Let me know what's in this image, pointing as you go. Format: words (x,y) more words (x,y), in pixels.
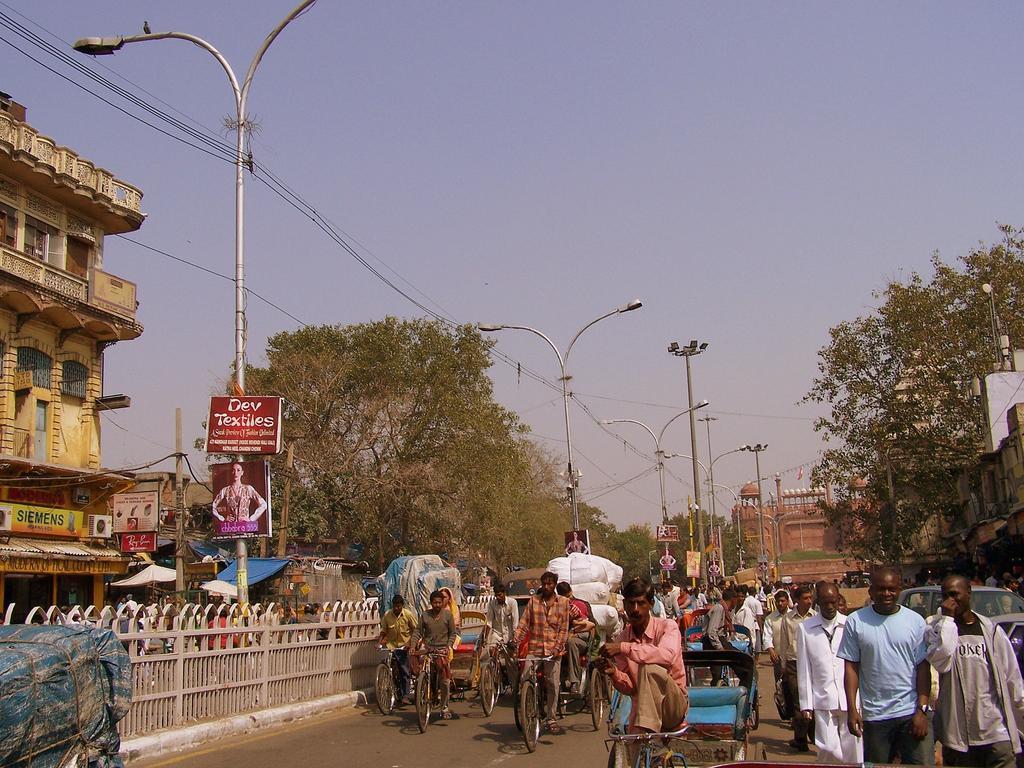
In this image in the center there are persons (783,650) walking and there are persons (422,662) riding a rickshaw (691,694) and there is a fence (232,666). On the left side (17,447) there is a building (75,487) and there are boards (73,521) with some text (58,524) written on it and there is a pole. In the background (412,494) there are trees (569,522), buildings (812,517), and there are poles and vehicles (1005,601).
